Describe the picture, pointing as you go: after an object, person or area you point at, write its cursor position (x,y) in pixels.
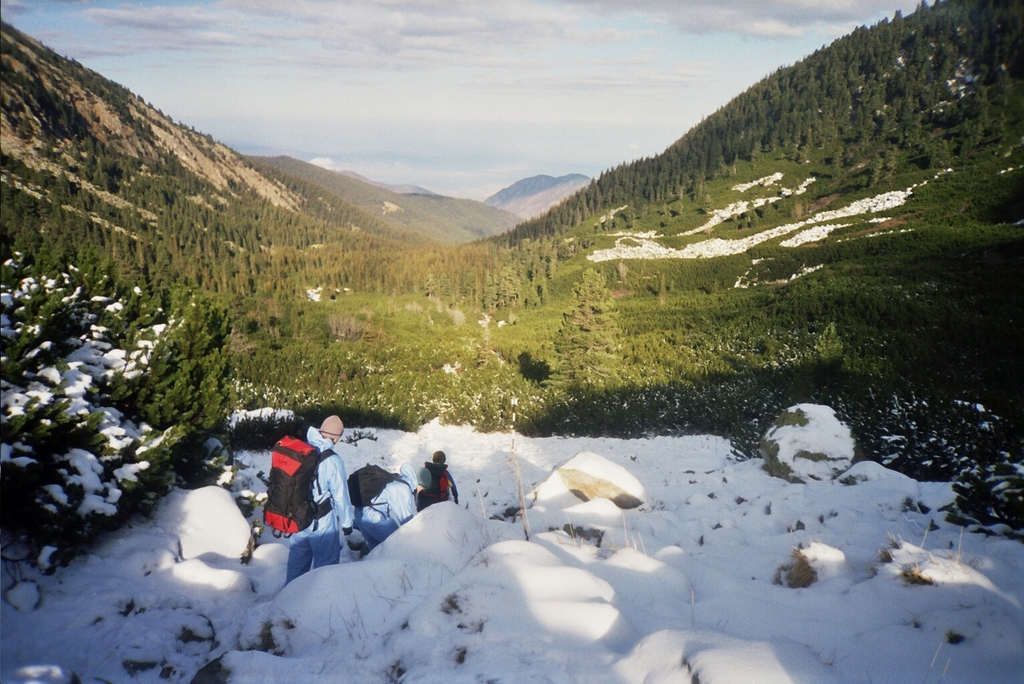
In the picture we can see the snow surface (575,665) with a man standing with a jacket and back bag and in front of him we can see two other people (402,519) are standing and bending and near to the snow surface (549,453), we can see the grass surface (345,398) with plants (470,421), trees (140,364) and hills (912,276) with trees (897,270) and sky (493,135) with clouds (532,93).
